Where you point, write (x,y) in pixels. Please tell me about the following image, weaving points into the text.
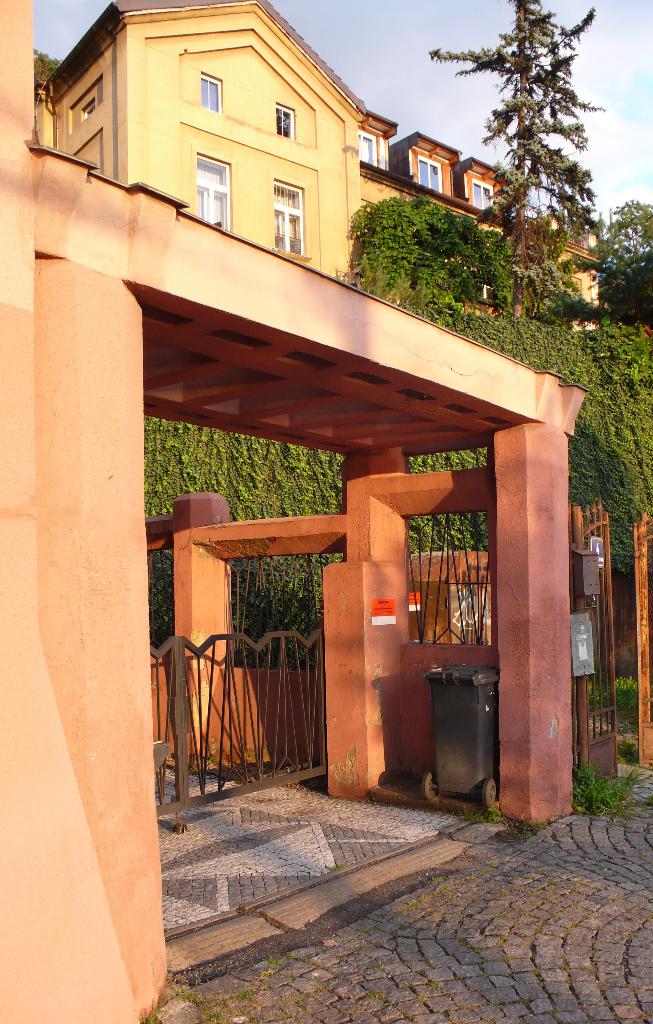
In the image to the front (49,552) there are pillars (528,748) with gate (235,635). And also there is a dustbin (440,764). In the background (593,273) there is a building (143,62) with windows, walls (584,282) and also there are trees (482,266). At the top of the image (562,50) there is a sky (451,96).
